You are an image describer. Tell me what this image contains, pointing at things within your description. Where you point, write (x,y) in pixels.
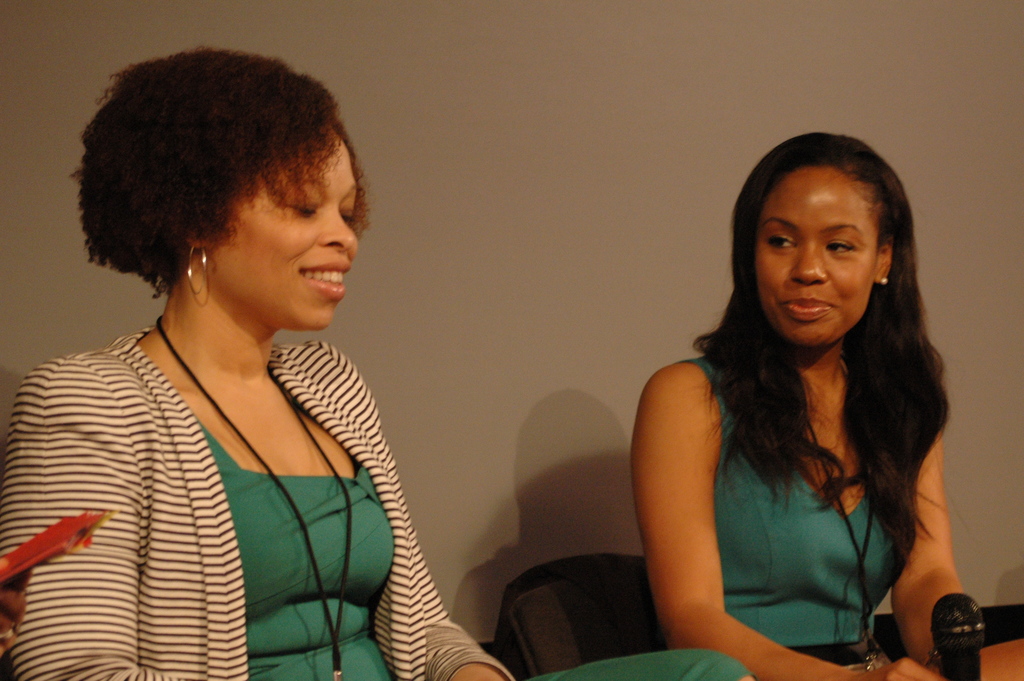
This image consist of two women (851,460) sitting in a room (514,226). In the background (348,324) there is a wall (567,118). To the left (231,554), the woman (231,554) sitting is wearing green dress (261,634) and white jacket (180,577). To the right (879,587), the woman (833,581) sitting is wearing green dress (833,603) in front of her there is a mic (964,658).
